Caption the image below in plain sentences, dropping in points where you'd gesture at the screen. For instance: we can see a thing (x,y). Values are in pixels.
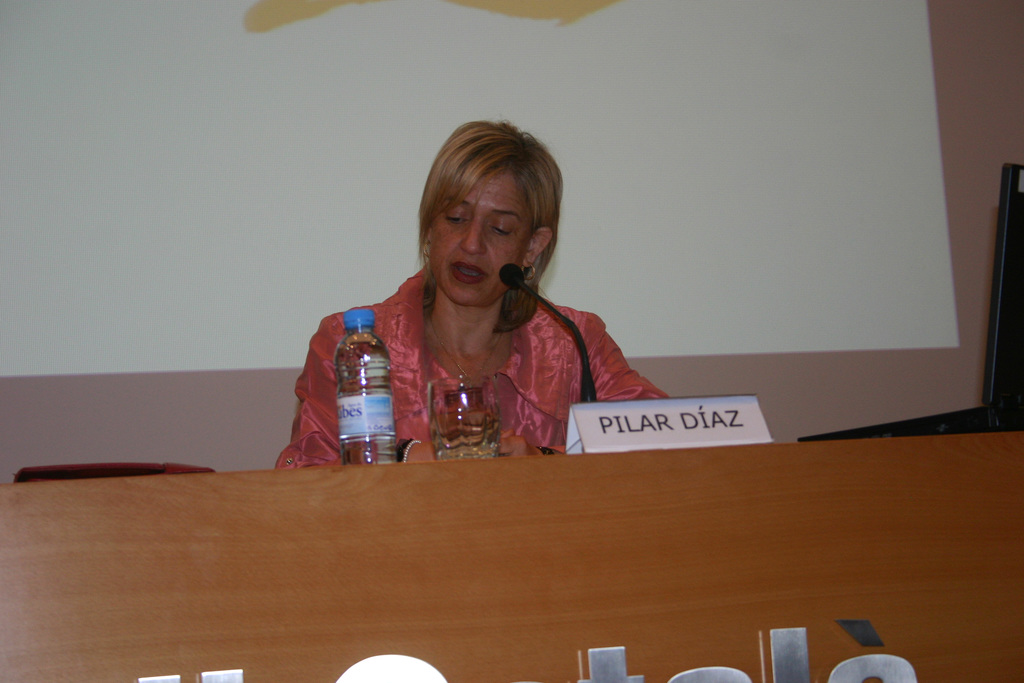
Here we can see a woman (513,195) is sitting, and in front (443,426) here is the microphone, and bottle (374,394) and glass (466,430) on it, and at back (746,77) here is the wall (284,149).
